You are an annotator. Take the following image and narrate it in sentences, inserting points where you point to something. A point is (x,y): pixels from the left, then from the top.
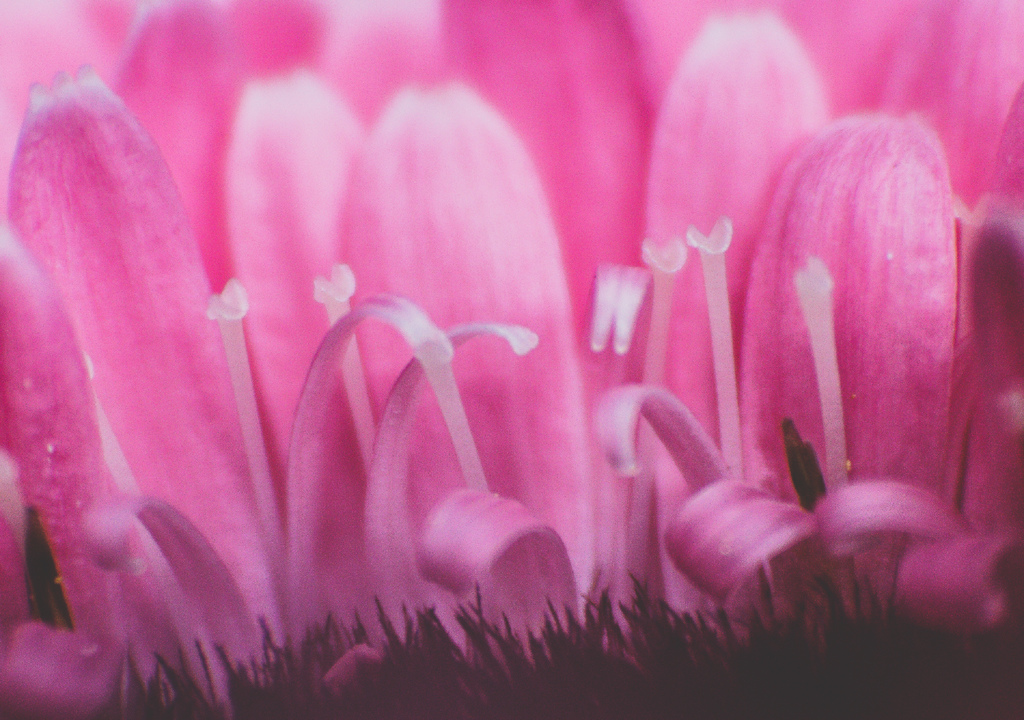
In this image we can see the pink color flowers (533,307).
